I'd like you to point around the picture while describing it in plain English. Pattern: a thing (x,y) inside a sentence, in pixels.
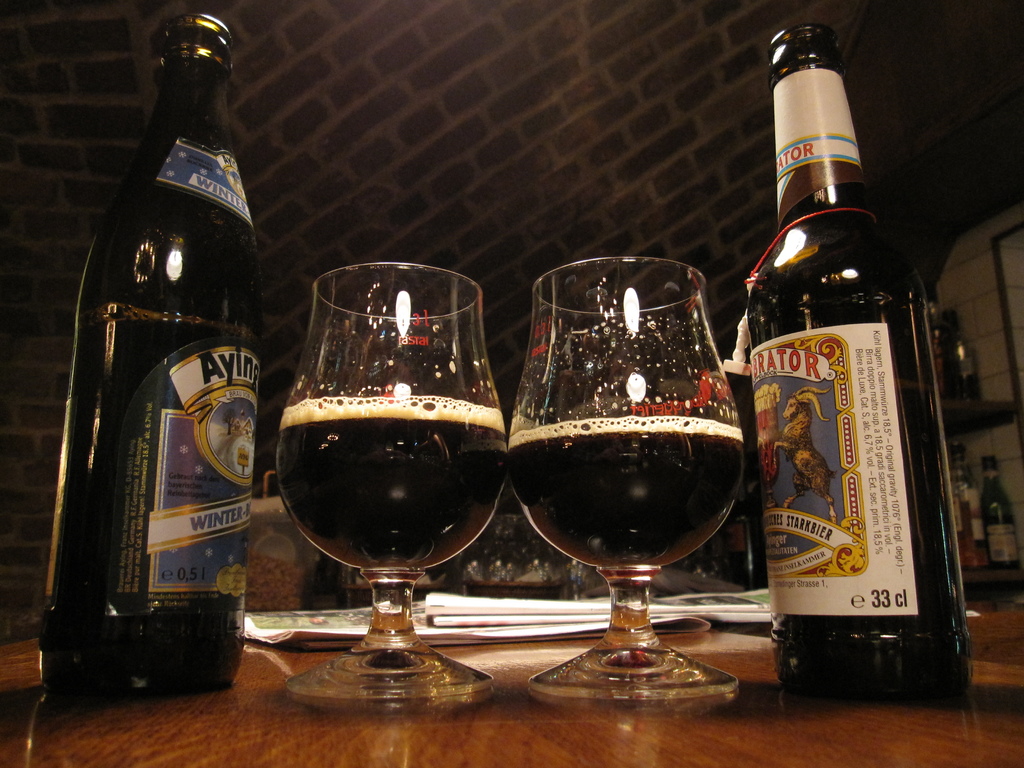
In this picture we can see bottles (256,429) with stickers (865,363) on it, glasses (526,488), papers (517,620) and these all are placed on the wooden surface (735,672) and in the background (359,206) we can see the wall (589,241), bottles (959,325) and some objects (273,500).
